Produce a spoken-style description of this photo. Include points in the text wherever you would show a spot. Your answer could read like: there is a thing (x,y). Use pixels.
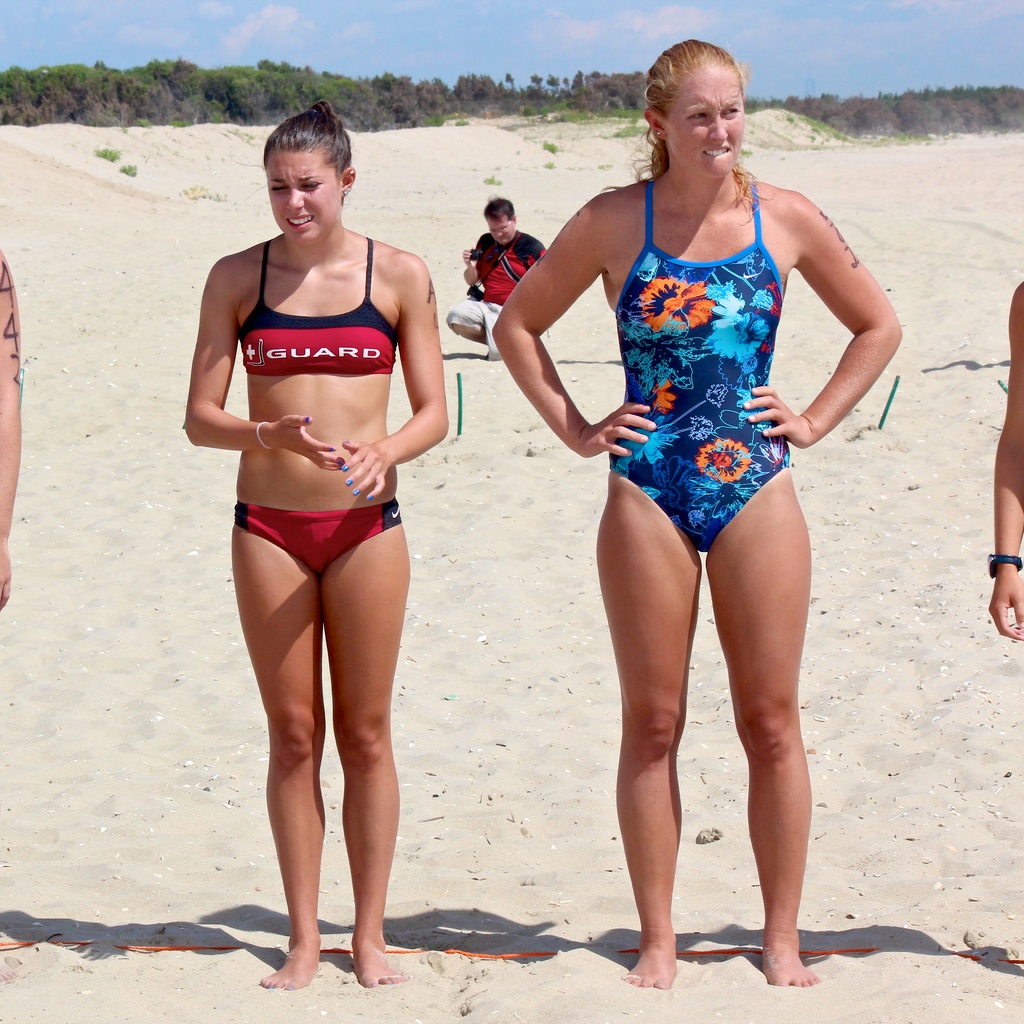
In this image we can see women (298,693) standing on the sand (548,221) and a man (501,213) sitting on the sand (520,506) by holding a camera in the hands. In the background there are trees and sky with clouds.
